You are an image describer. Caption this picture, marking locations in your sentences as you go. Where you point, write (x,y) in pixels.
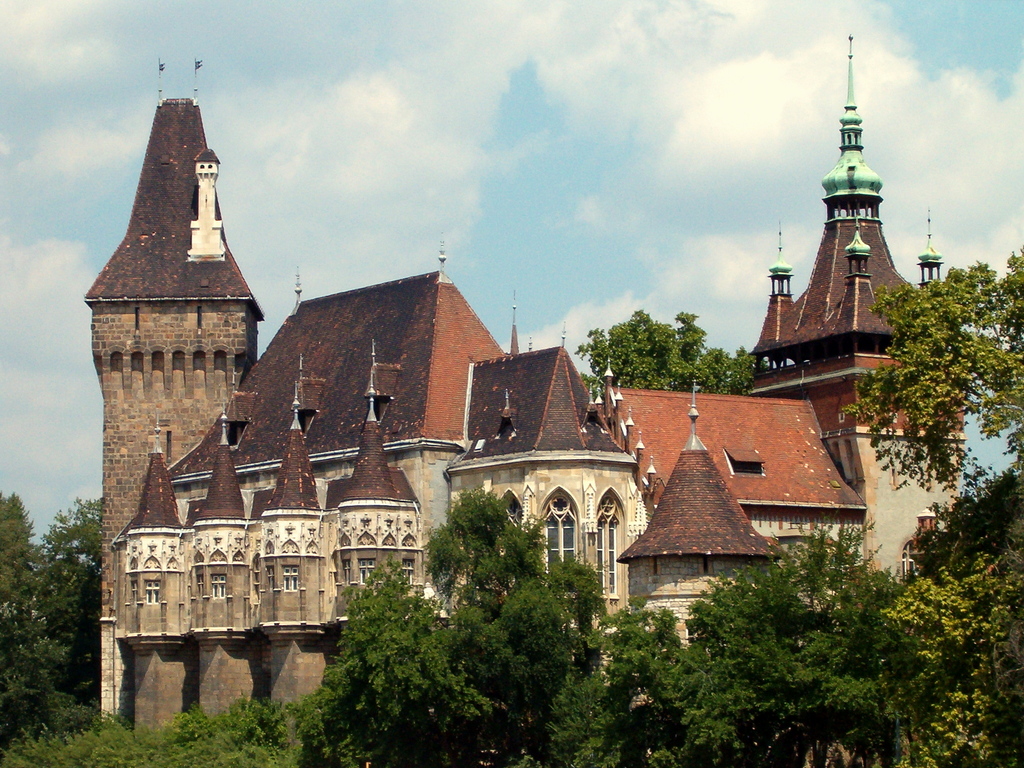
In the image in the center (536,505) there is a building (319,640), wall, roof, pillars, windows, trees (845,630) and grass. In the background (292,50) we can see the sky (558,48) and clouds (431,247).
